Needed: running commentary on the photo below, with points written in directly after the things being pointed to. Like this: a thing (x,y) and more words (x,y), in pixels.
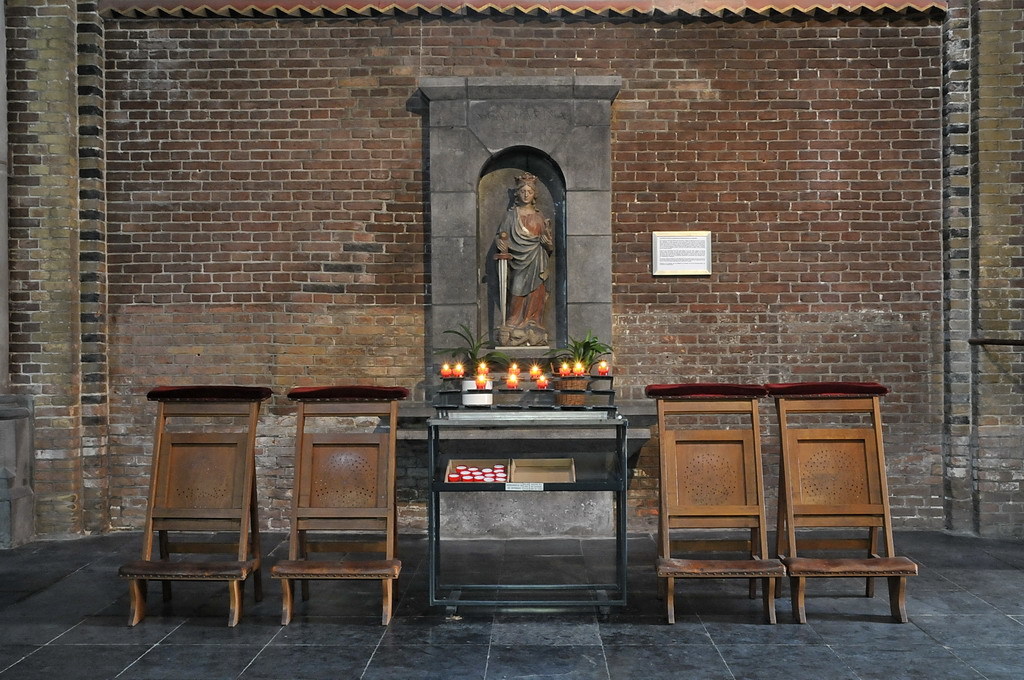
In this image we can see a statue (515,249) and candles (567,373) placed before it. In addition to this we can see unlit candles (474,470), chairs (837,482) and a wall (357,141) in the background (235,186).
